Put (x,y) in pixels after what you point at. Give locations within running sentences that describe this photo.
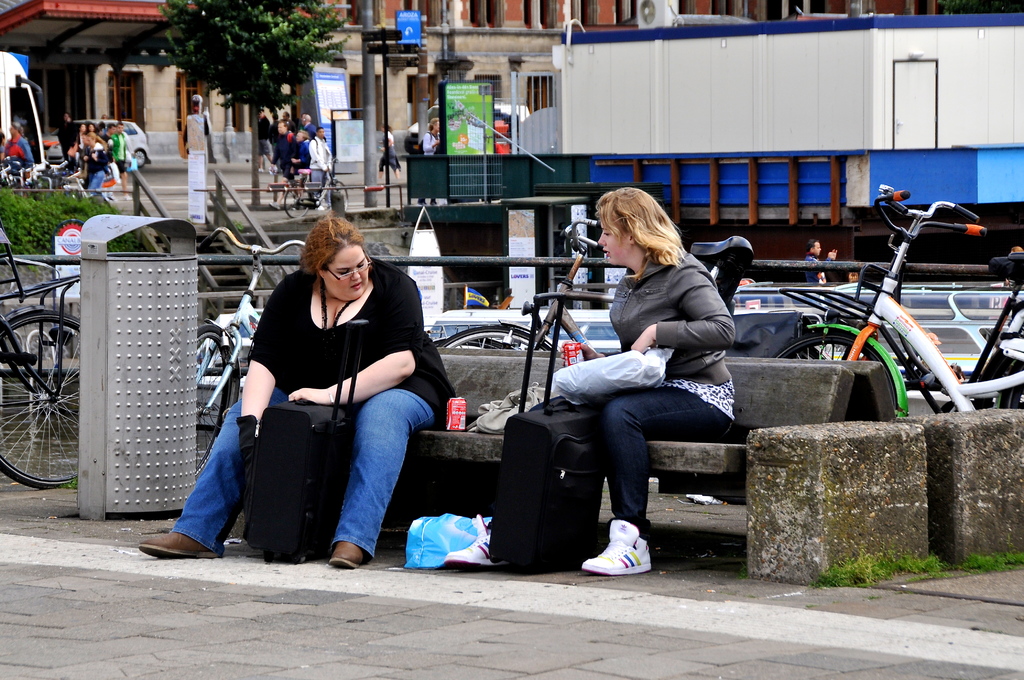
In this picture we can see suitcases (340,475), tins (572,347), bin (150,363), bicycles (1023,310), plastic cover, two women (307,352) sitting on a bench (507,389) and at the back of them we can see plants (21,233), boards (475,91), container (658,53), stand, poles (483,118), tree (272,83), vehicles (19,94) and a group of people (111,129) and some objects (715,165) and in the background (129,88) we can see a building (406,90) with windows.
